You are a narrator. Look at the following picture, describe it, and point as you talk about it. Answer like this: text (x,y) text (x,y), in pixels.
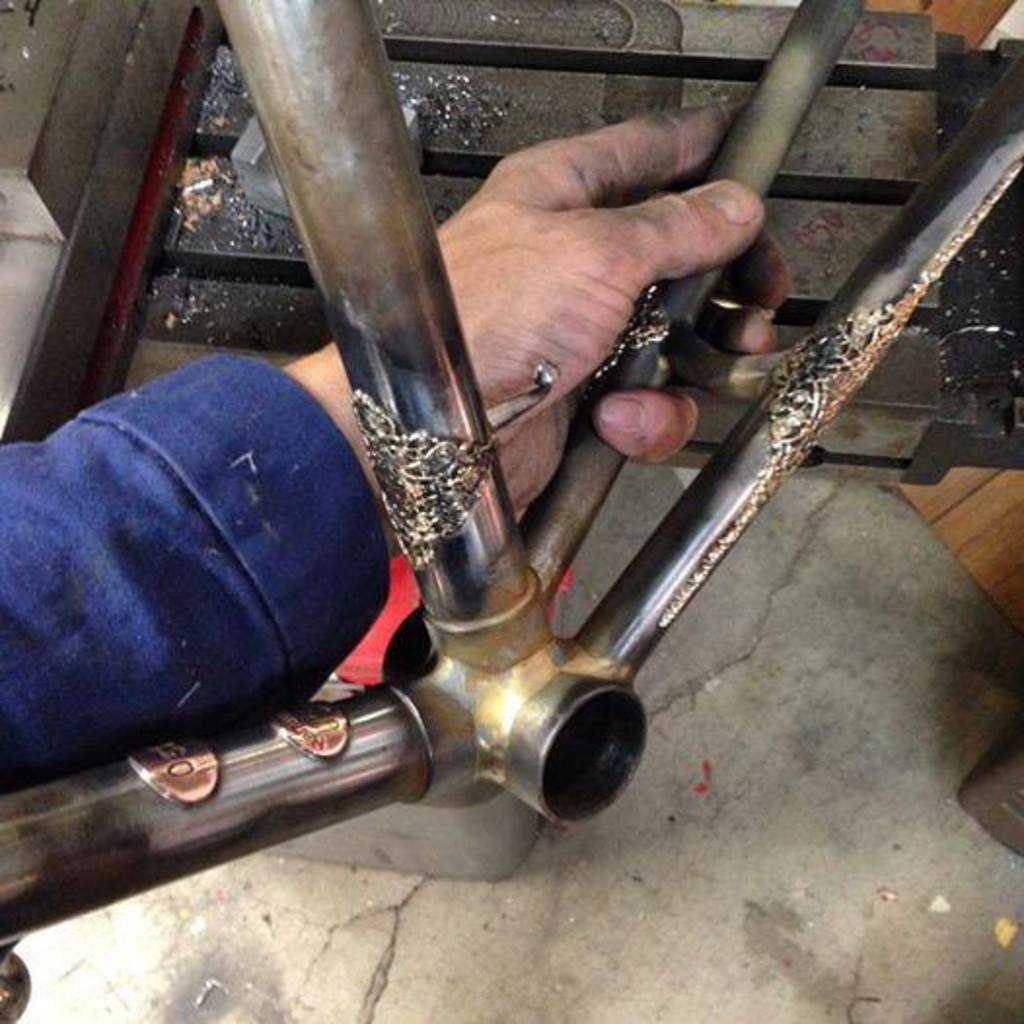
In this image I can see a person hand (666,217) which is holding a rod (926,232) and the rod (931,247) is held above the floor (640,914).
